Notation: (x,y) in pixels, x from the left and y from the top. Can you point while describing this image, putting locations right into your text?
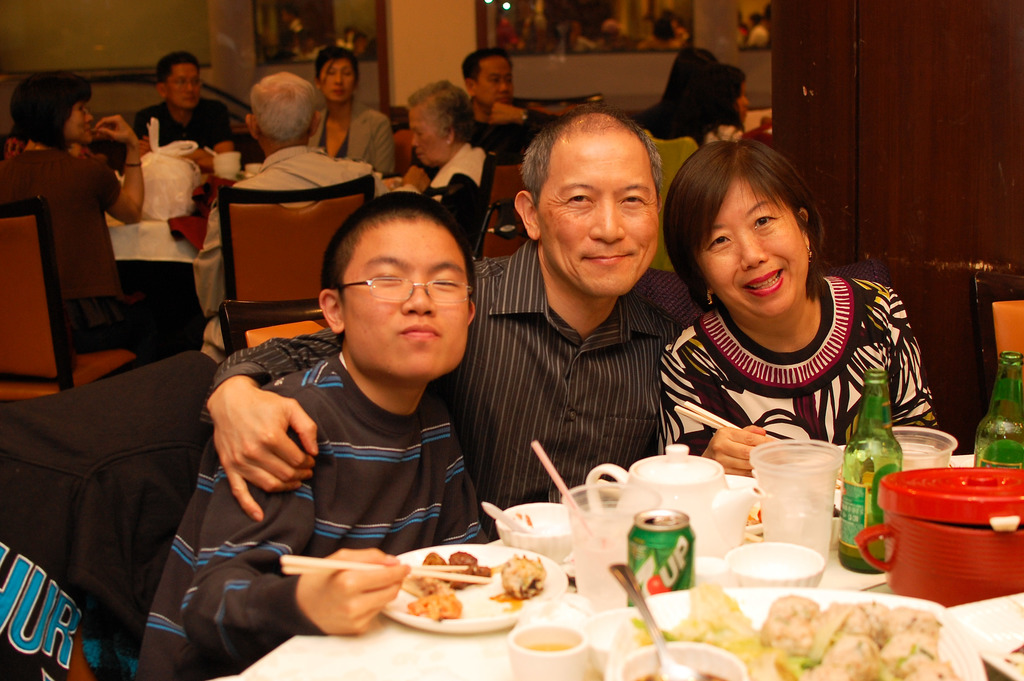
In this image, we can see three people (540,300) sitting on the chairs (71,515), there is a table (385,675), on that table (375,667) there are some bottles (866,519) and glasses (948,457) and some objects (909,495) kept, in the background (60,184) we can see some people (48,197) sitting on the chairs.
